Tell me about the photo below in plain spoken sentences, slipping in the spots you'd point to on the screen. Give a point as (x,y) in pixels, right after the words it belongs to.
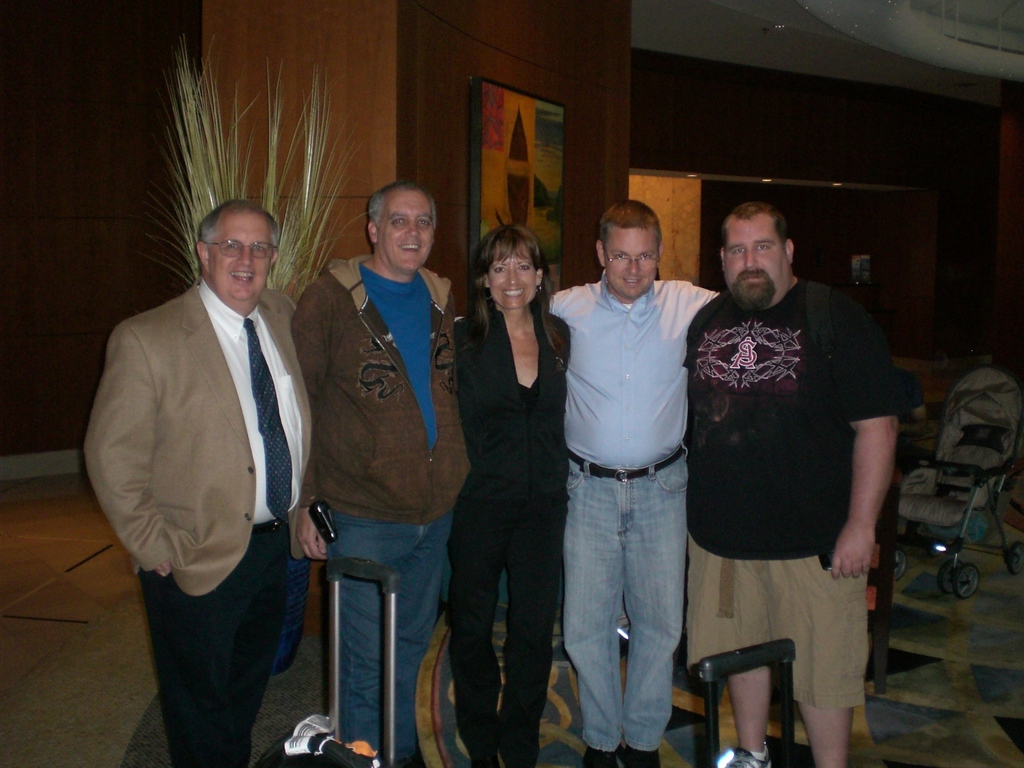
In this image there are four men (234,426) and a woman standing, there are two suitcases (342,748) in front of them and in the background (942,514) there is a baby stroller (982,428).
